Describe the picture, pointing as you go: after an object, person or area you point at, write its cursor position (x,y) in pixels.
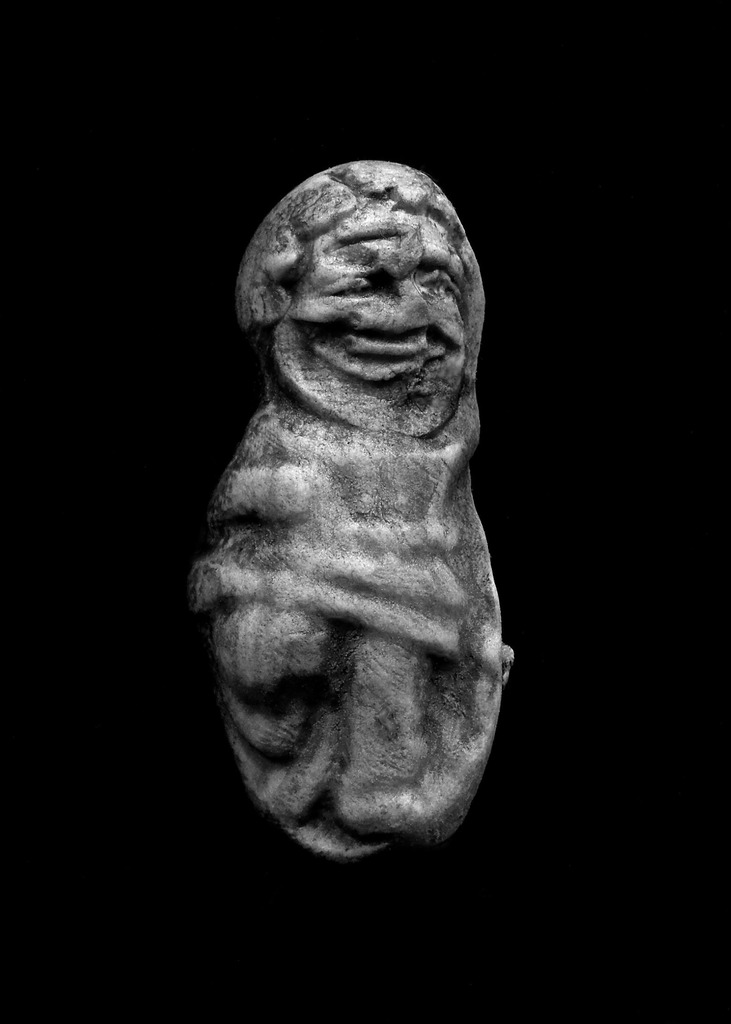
In this image we can see carving (375,606) on the stone (341,345) and the background of the image (130,428) is black.
